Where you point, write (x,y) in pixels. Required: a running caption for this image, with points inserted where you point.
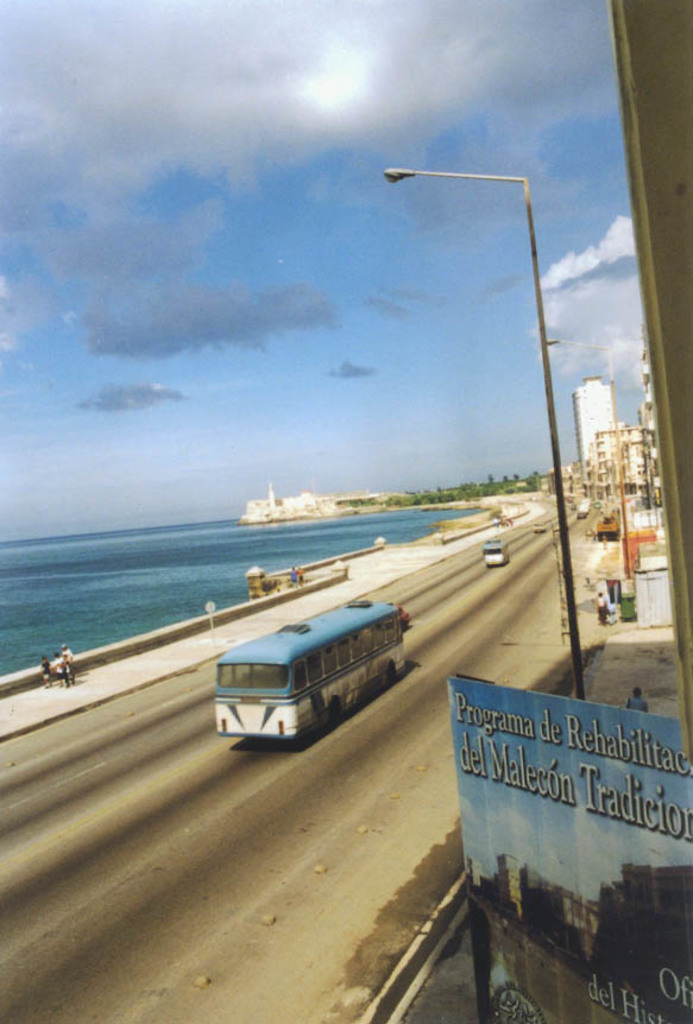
In this image, we can see vehicles (358,641) on the road (400,726) and in the background (618,461), there are buildings (625,472), trees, boards (510,827) and we can see a light pole (566,560) and there are people (631,707) and there is water (209,535). At the top (235,278), there are clouds (219,284) in the sky (302,400).
